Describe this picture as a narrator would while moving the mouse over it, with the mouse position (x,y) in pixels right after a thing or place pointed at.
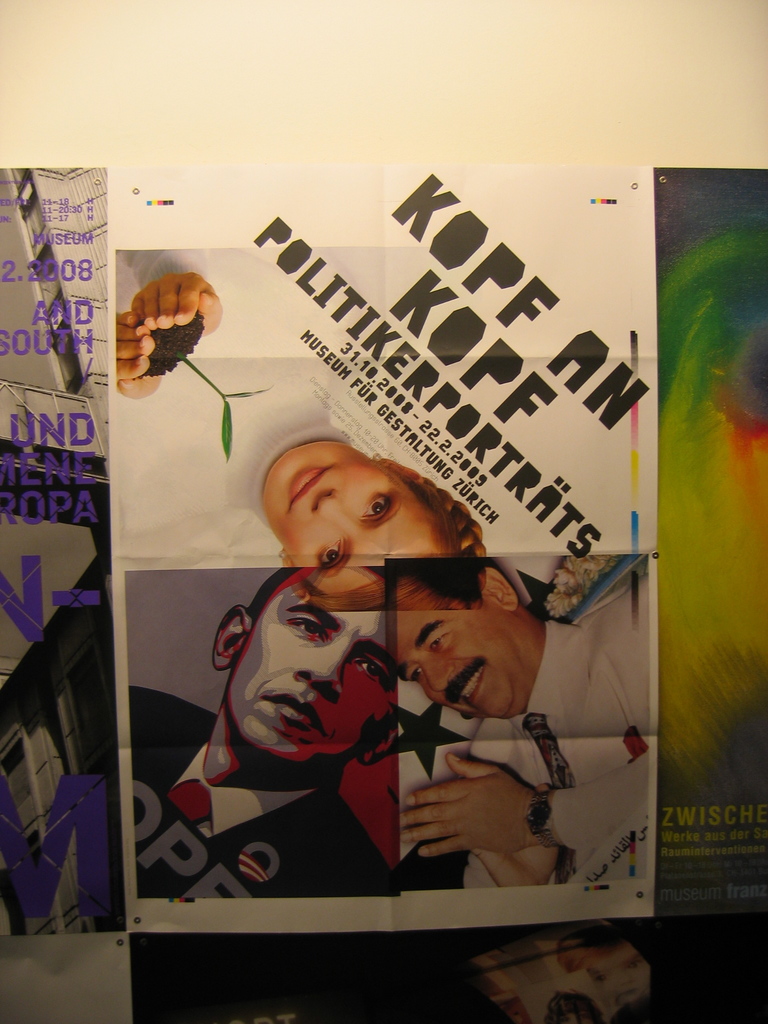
This image consists of a poster (230,627). On this poster (264,599) I can see some text (421,416) and few images of persons (419,618).
